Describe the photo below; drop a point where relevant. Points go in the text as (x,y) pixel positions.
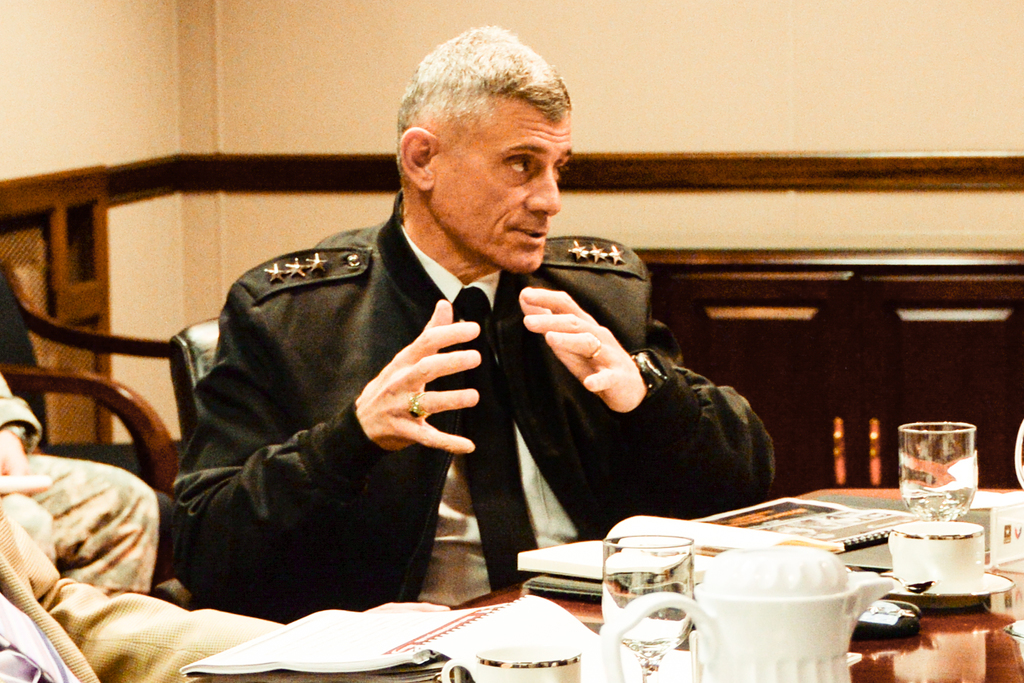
In the middle of this image (551,336) there is a man (356,321) sitting on a chair (203,372) in front of the table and speaking by looking at the right side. On the table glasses (654,620), cup (939,567), books (508,623), jar (772,580) and some other objects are placed. On the left side (63,607) there is one more person (95,543) sitting on a chair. In the background (221,142) there is a wall (725,115).
